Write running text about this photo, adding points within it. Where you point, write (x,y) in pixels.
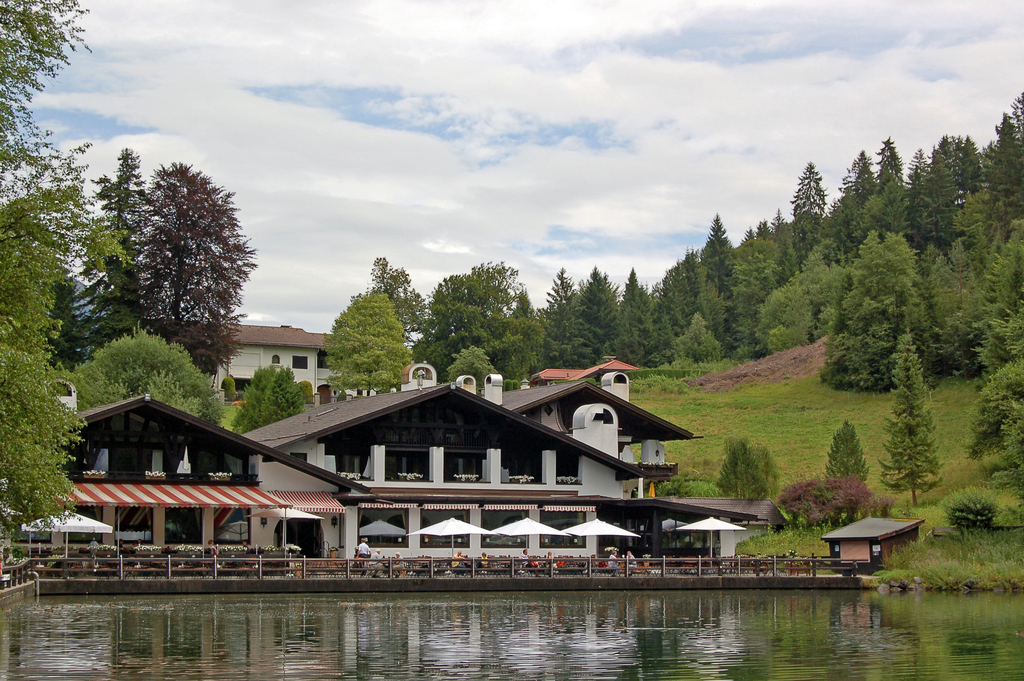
At the bottom of the image (568,657) there is water (519,657). Behind the water (59,599) there is railing (541,569). Behind the railing (521,569) there are few people (381,556) under the tent (452,553). Behind them there is a house (436,549) with roofs (557,433), pillars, walls (484,548) and tent (454,534). In the background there are many trees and also there is a building (586,376) in the middle of the trees (893,458). And at the top of the image (464,100) there is a sky (357,35) with clouds (352,52).
